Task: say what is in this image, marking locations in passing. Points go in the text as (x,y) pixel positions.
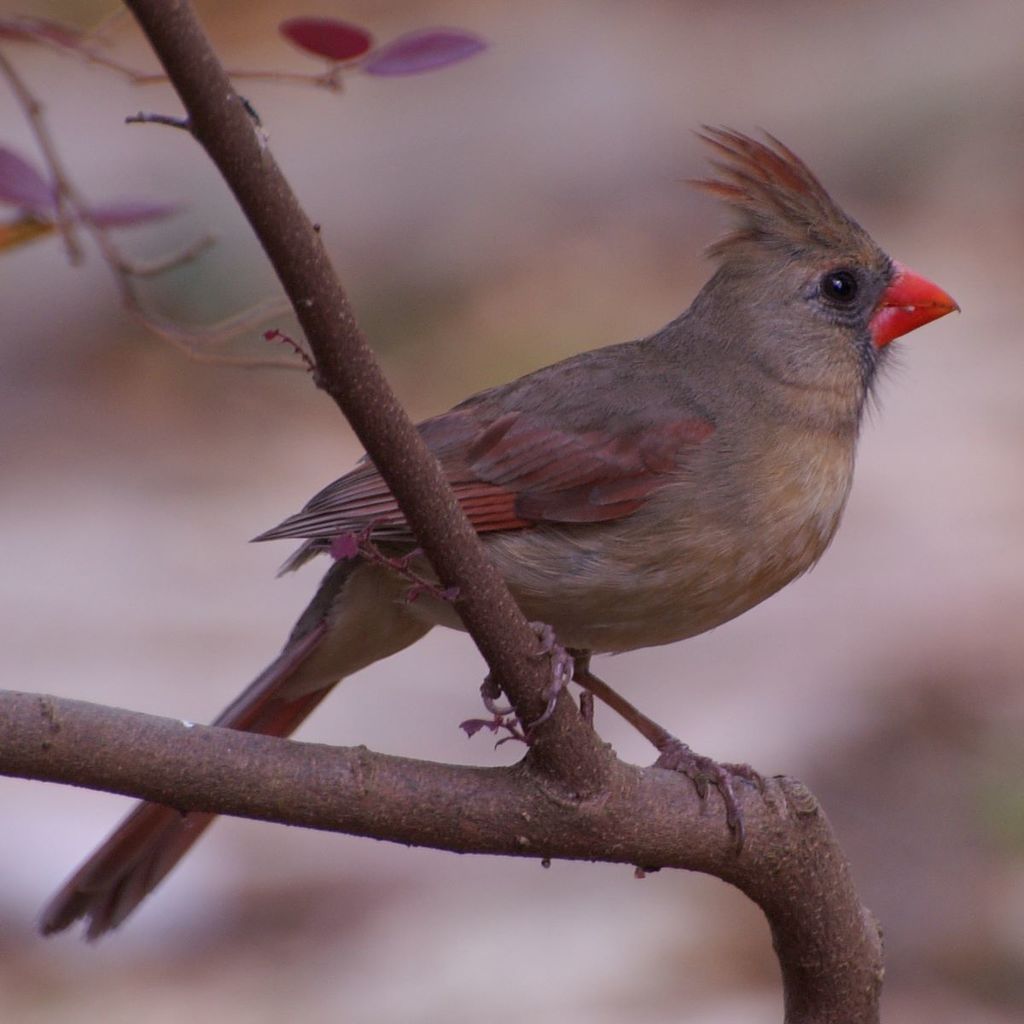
In the picture there is a bird (761,496) sitting on the branch (389,782) of a tree (770,842) and the background of the bird (621,556) is pinkish brown.
